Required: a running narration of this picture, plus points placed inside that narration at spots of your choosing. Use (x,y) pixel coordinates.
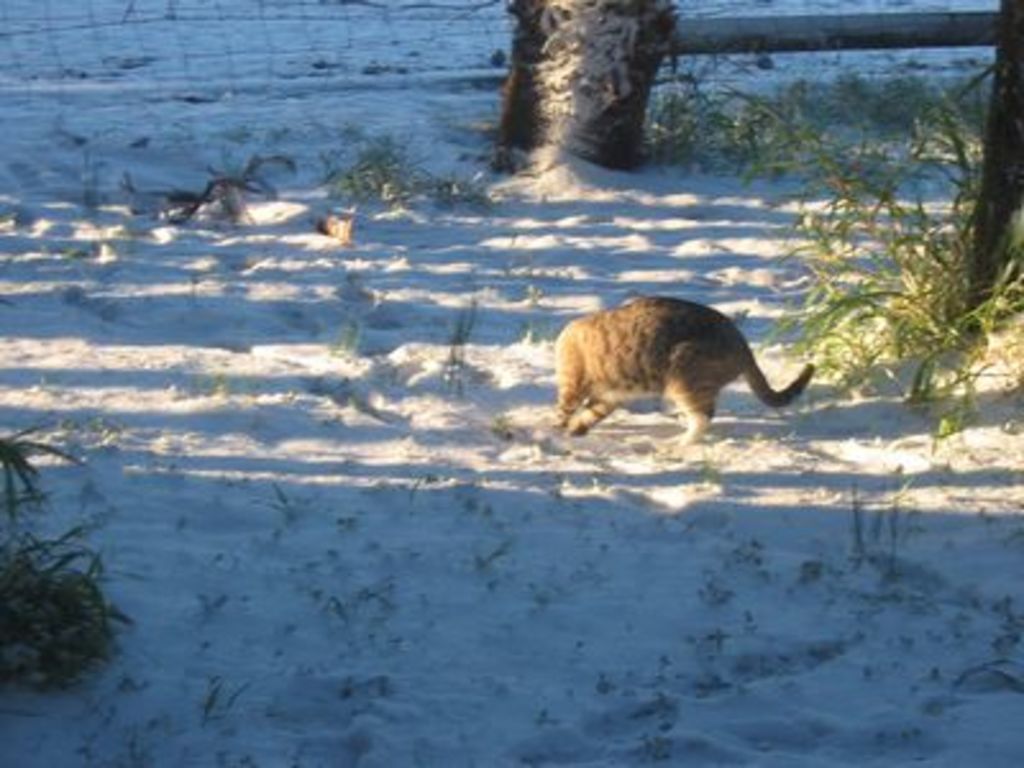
In this image I can see an animal (606,351) which is in brown color. Background (932,322) I can see few plants (943,312) in green color and I can also see a railing (318,72).
